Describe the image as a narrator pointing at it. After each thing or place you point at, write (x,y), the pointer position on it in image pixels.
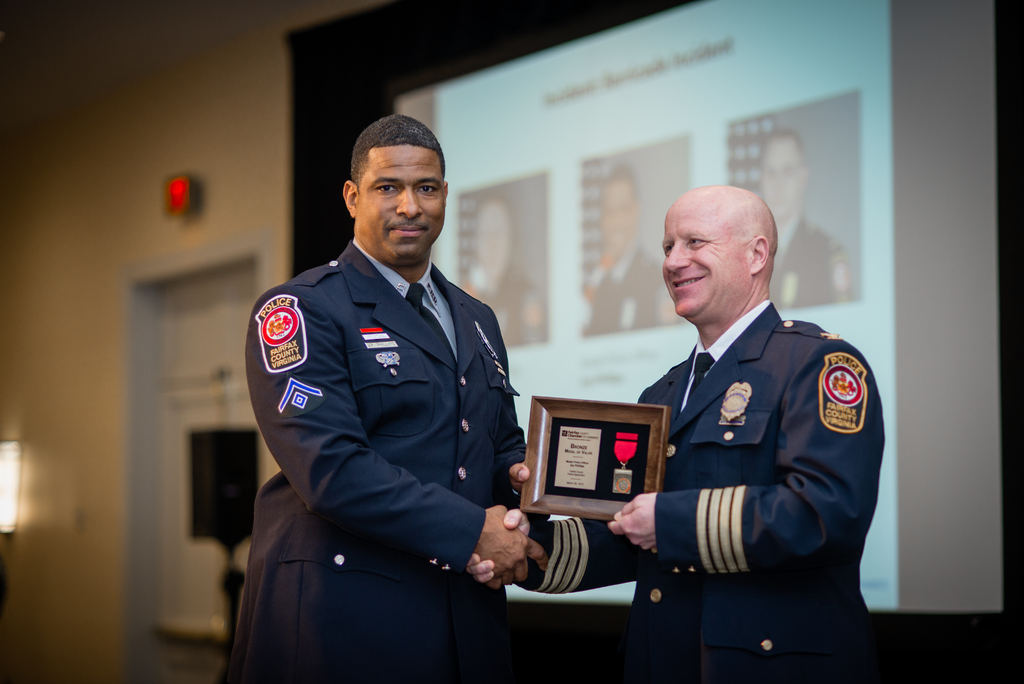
In the center of the image (451,312) we can see persons (383,338) standing and holding a frame (566,489). In the background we can see door (164,347) and wall (173,134).
